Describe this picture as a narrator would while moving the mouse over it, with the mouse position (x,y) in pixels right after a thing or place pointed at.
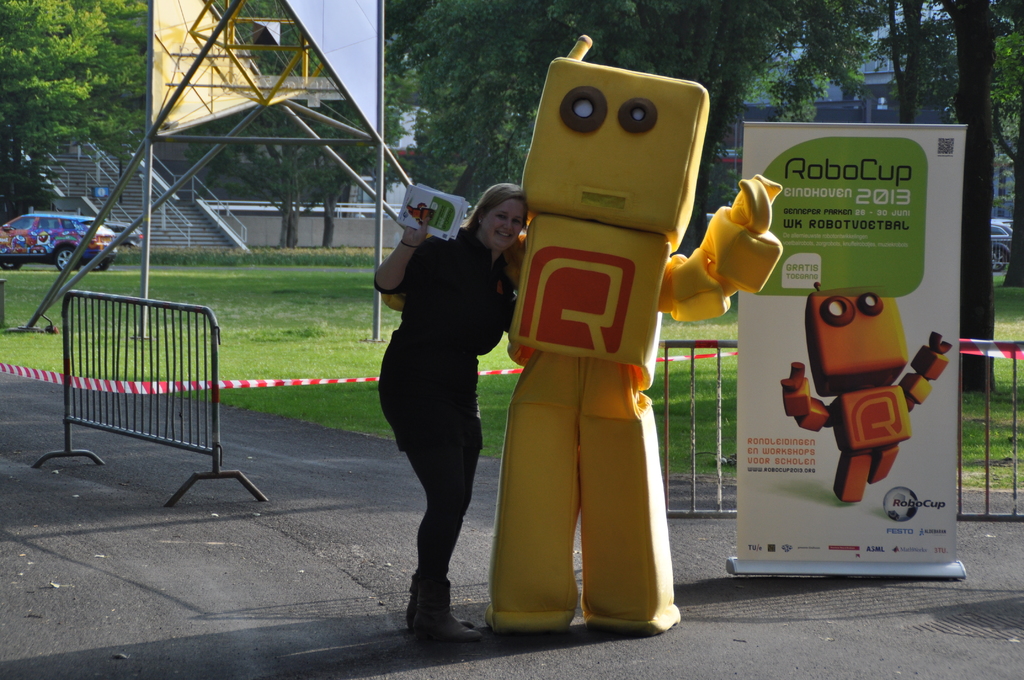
In the image we can see there is a woman (496,300) standing beside the robot toy (631,315) and there is a banner (868,290) kept on the road (931,625). Its written ¨Robot Cup¨ on the banner (877,230), the ground (321,293) is covered with grass (302,333) and there is a barricade (142,331) kept on the road (179,457). There are lot of trees (139,108) and there are stairs (128,196). There are buildings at the back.
